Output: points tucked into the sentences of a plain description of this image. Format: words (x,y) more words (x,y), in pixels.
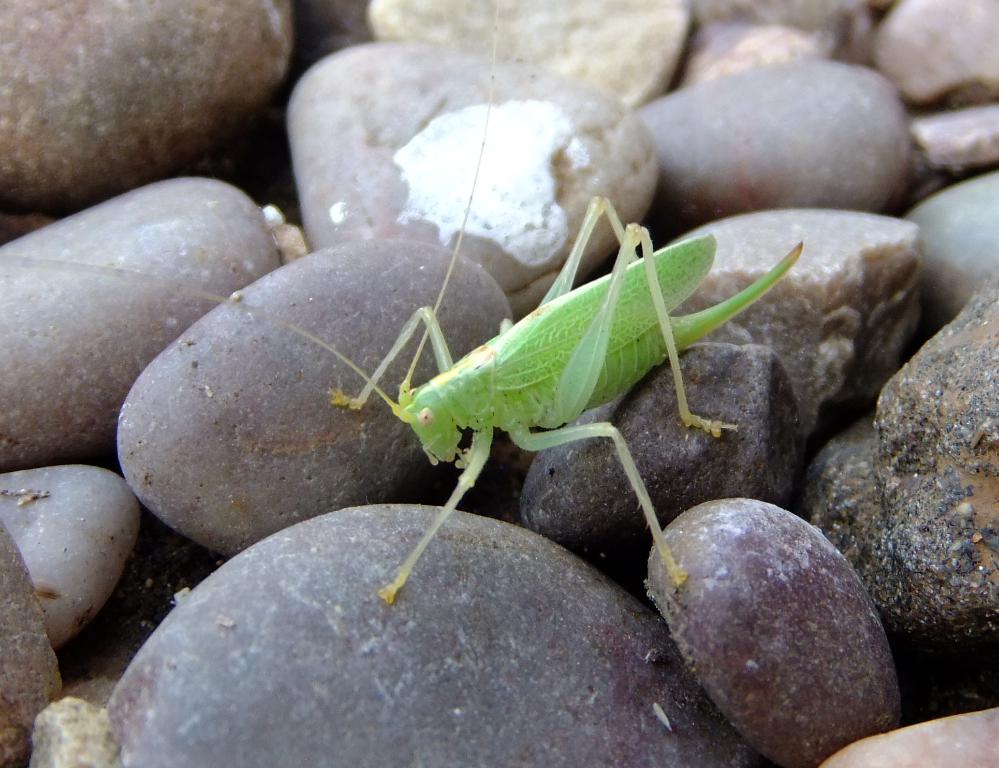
In the middle of the picture (389,358), we see an insect (624,470) which looks like a grasshopper (624,324). It is in green color. At the bottom (519,606), we see the stones (795,392).
